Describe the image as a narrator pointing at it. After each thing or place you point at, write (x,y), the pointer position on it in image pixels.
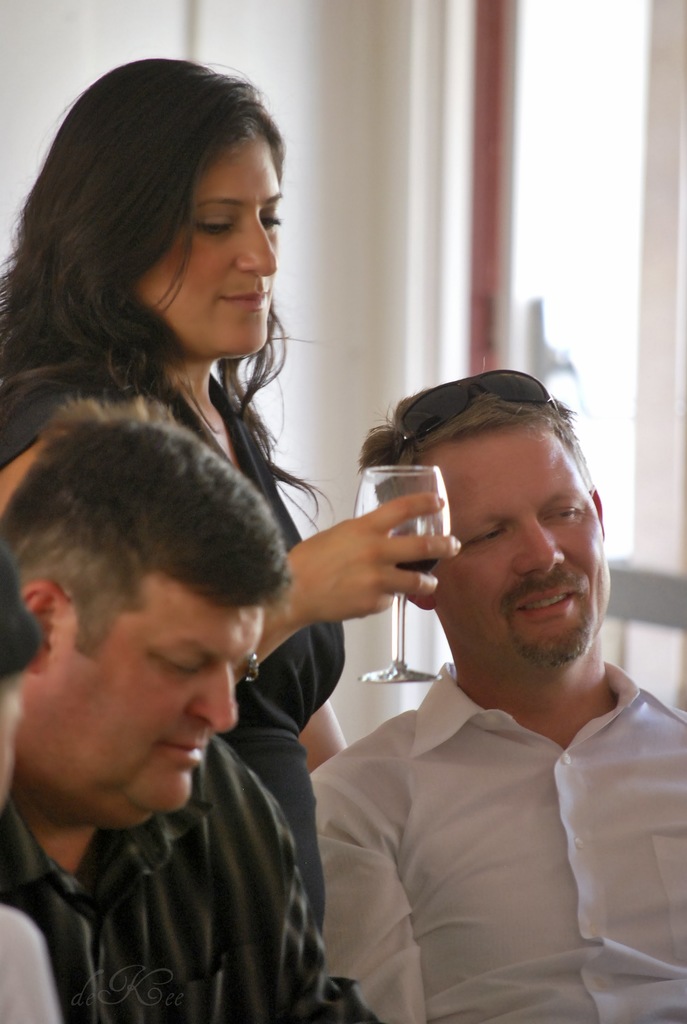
2 people (224,896) are sitting. the person (470,829) at the right (489,829) is wearing a white shirt (599,843) and black goggles (415,410) is present on his head (492,458). the person (205,884) at the left (213,933) a man (183,886) is wearing green shirt (183,886). behind them a woman (165,389) is standing wearing a black dress (285,653) and holding a glass of drink (439,486) in her hand (395,551). at the back (355,108) there is a white wall (331,372).
